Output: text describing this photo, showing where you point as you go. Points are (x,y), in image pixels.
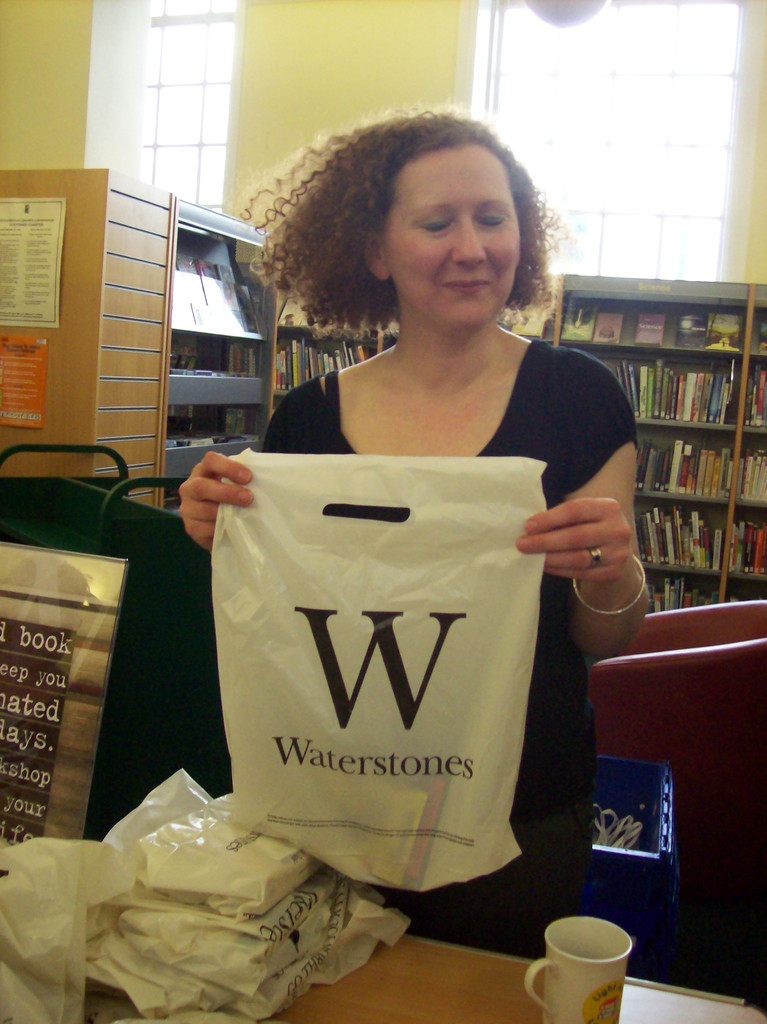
As we can see in the image, there is a woman (592,534) holding a cover (464,568) in her hand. In front of her there is a table (396,995). On table (375,952) there are covers (246,944) and a cup (558,947). Behind her there are shelves (624,327). In shelves (624,327) there are lot of books (714,327).
